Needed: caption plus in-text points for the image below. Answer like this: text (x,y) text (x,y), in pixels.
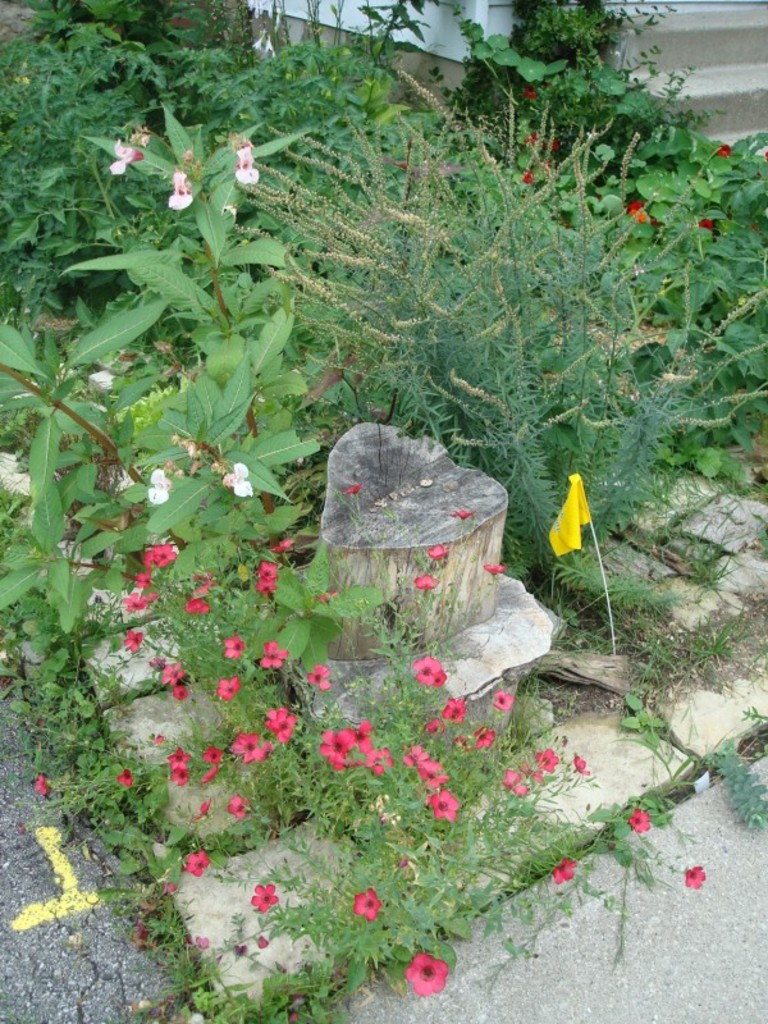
At the center of the image (256,356) there are plants (349,361) with the flowers (343,755) on it. At the left side of the image (45,975) there is a road (61,959) and On the right side of the image (681,76) there are stairs (682,68).
